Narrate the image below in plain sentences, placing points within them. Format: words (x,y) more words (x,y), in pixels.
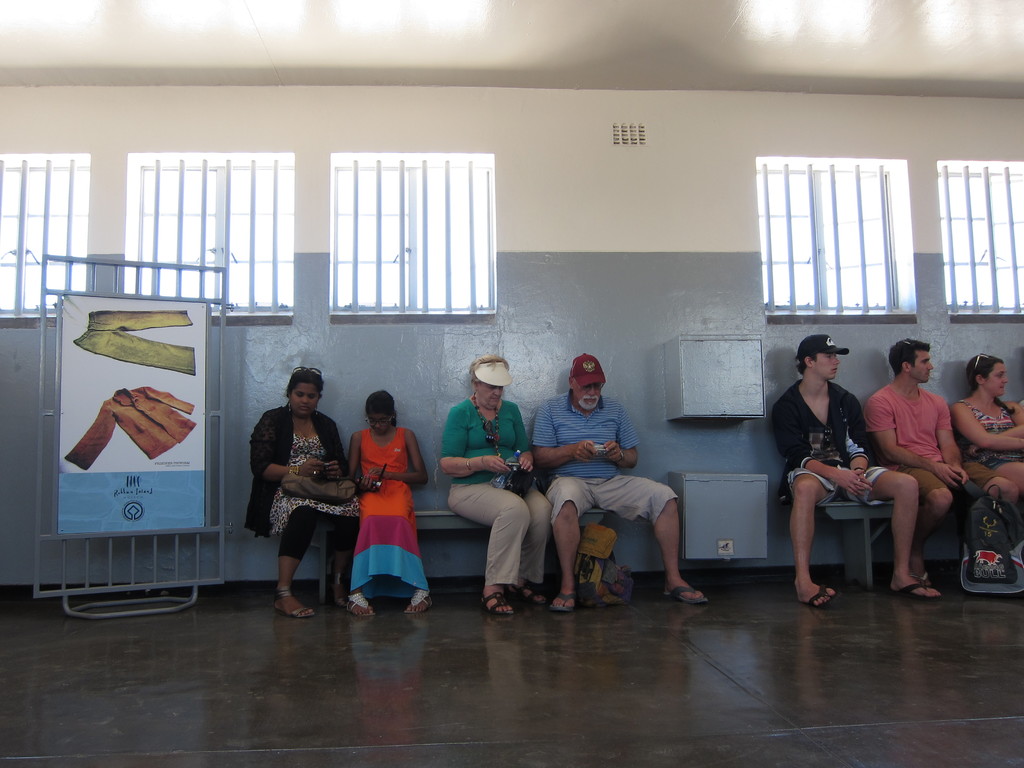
As we can see in the image there are few people (313,445) sitting on benches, banner (198,469), wall (629,325) and windows (43,234).
